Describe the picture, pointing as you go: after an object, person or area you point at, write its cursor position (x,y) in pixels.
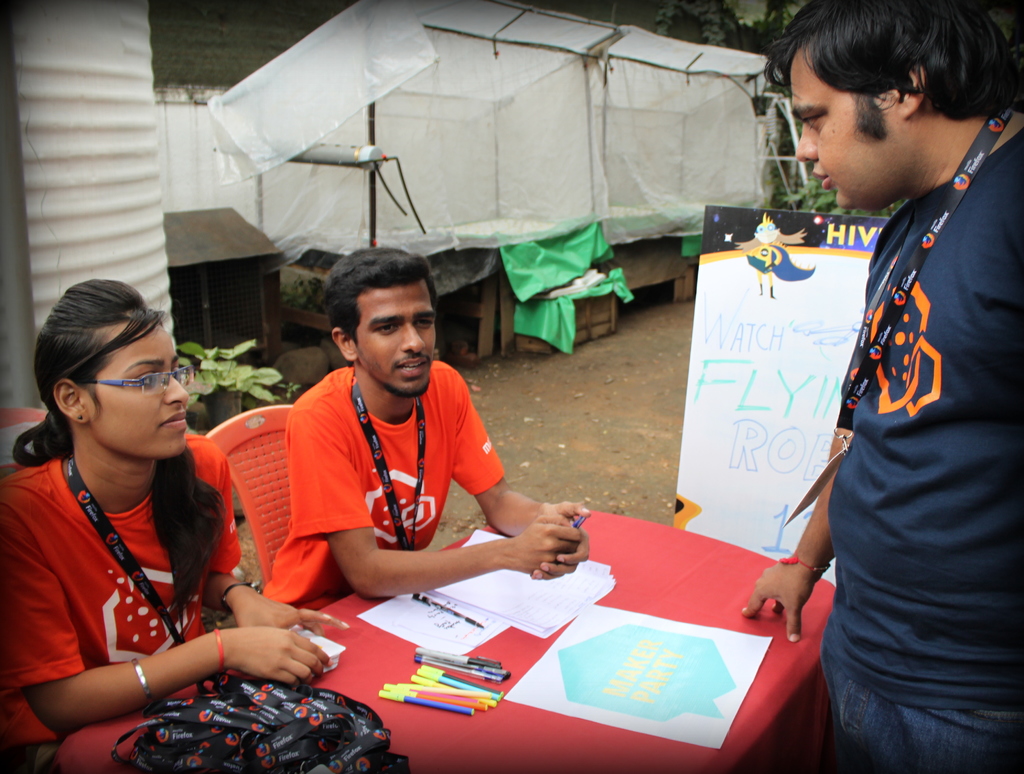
In this picture we can see three people (468,479) where two are sitting on chairs (277,426) and a man (890,56) standing and in front of them on the table (813,612) we can see sketches (450,698), pens (450,698), papers (477,602) and id cards (240,730) and in the background (572,246) we can see a banner (733,269), sheets (505,230), plant (235,390) and trees (729,6).
